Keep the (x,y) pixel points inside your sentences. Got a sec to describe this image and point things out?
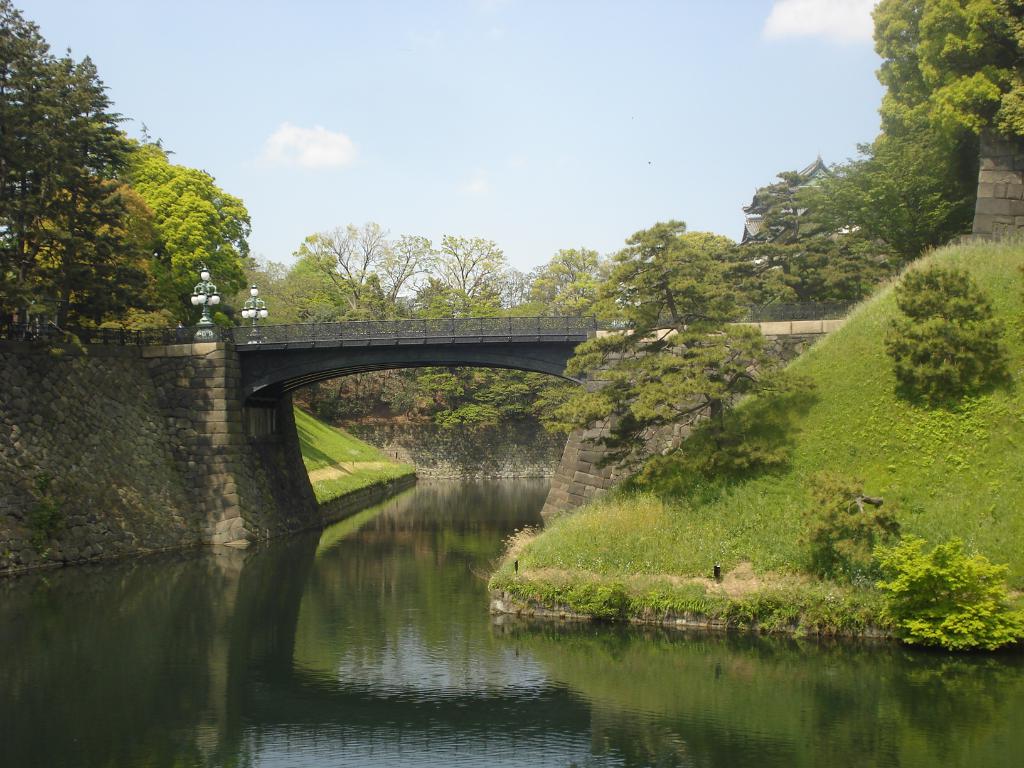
In this image I can see a bridge (271,372), under the bridge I can see the lake (825,691), at the top (497,195) I can see the sky (740,133), in the middle (490,264) I can see trees (654,418) and grass (904,412).
